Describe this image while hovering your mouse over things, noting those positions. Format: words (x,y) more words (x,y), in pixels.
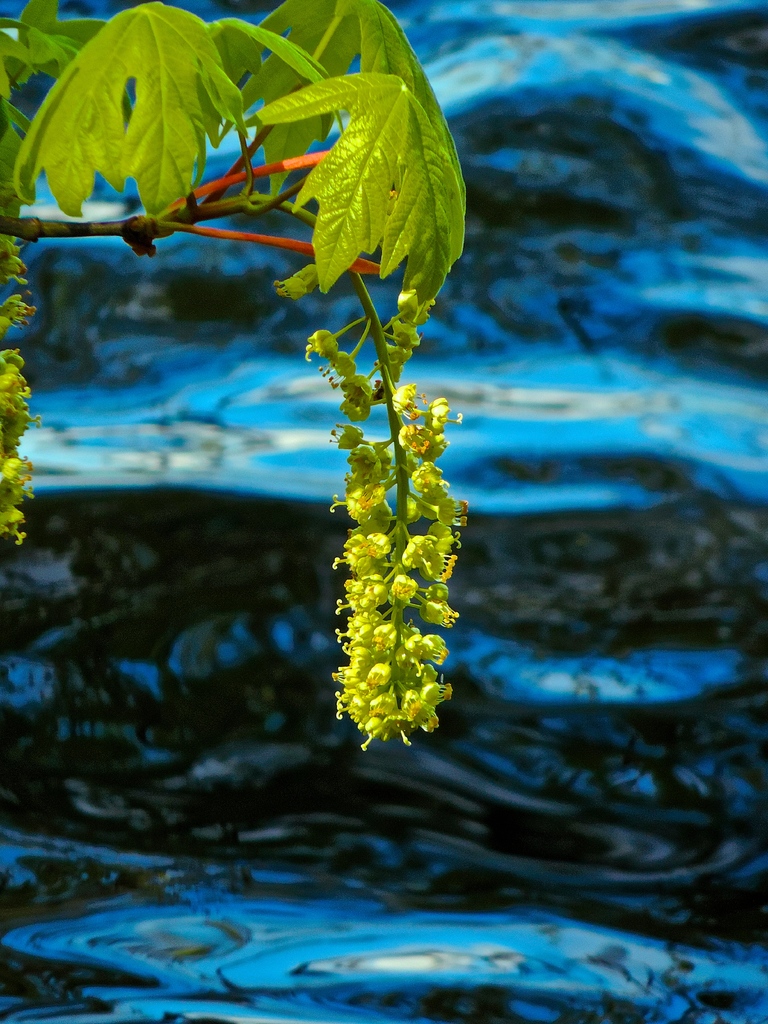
In this picture, we see a plant (231,239) which has flowers (339,608) and these flowers (360,576) are in green color. In the background (395,506), we see the water (156,802) and it is blue in color. At the bottom (310,891), we see something in blue color.
